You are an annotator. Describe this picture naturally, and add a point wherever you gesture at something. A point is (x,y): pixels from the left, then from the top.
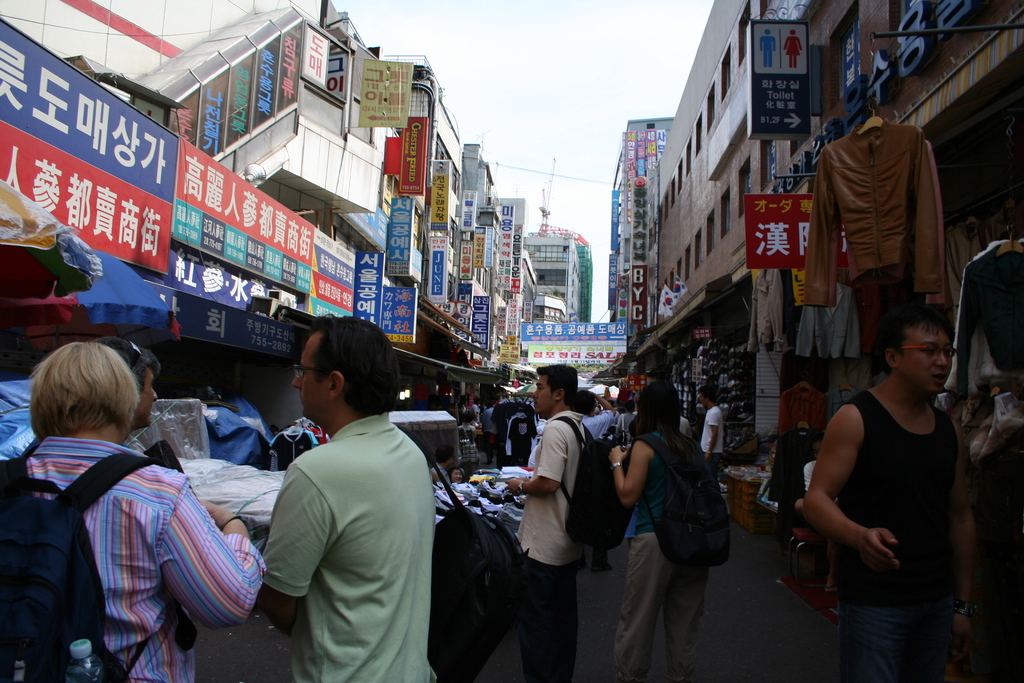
In this image there is the sky (560,68) truncated towards the top of the image (540,65), there are buildings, there are buildings (459,165) truncated towards the top of the image (234,17), there are buildings (234,17) truncated towards the left of the image (119,255), there are boards (75,171), there is text (19,62) on the board (433,219), there is a board (44,140) truncated towards the left of the image (87,148), there are group of persons (622,475) standing, there are persons (844,622) truncated towards the bottom of the image (420,609), there are persons (566,426) wearing bags (79,546), there are cloths (967,422), there is an umbrella (58,268) truncated towards the left of the image (41,275), there is a cloth (959,292) truncated towards the right of the image (976,344).
